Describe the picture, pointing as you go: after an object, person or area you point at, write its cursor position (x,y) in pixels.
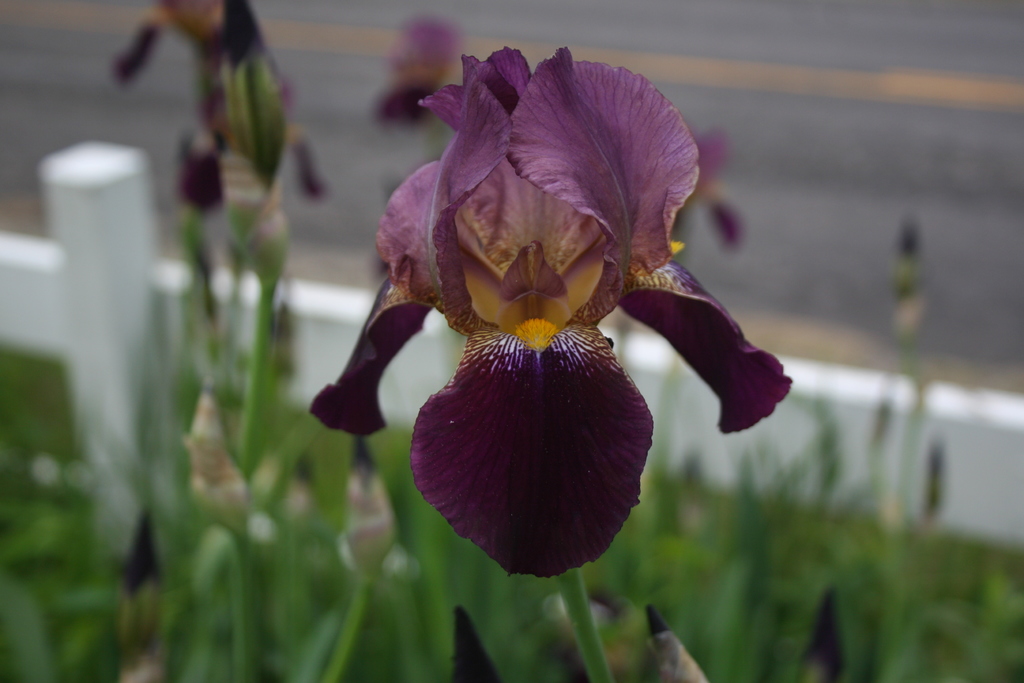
In this image there is a flower (573,438) in the middle (512,407) which is in violet color. At the bottom (607,627) there are plants (410,642). In the background (290,120) there is a road (335,220). There is a fence (324,335) beside the plants (848,585). On the left side (110,269) there is a wooden pole (111,293) beside the fence (34,309).
